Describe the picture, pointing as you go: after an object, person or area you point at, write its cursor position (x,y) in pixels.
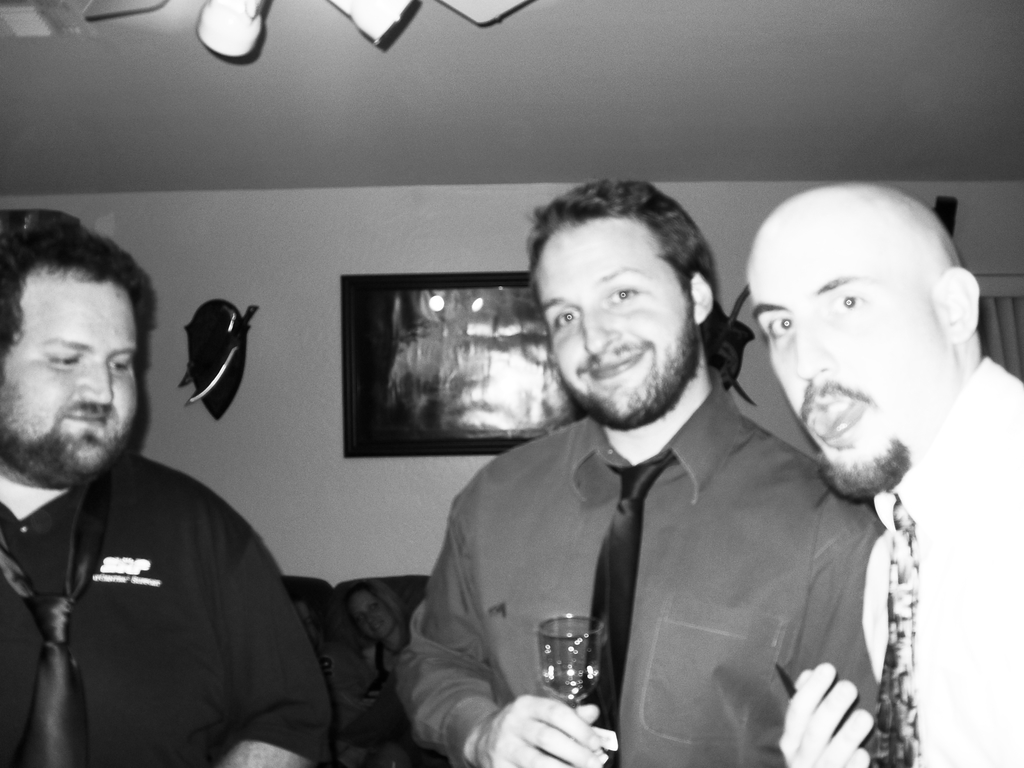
In this picture there is a man (842,505) standing and holding the glass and there is a man (951,594) standing and holding the object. On the left side of the image (135,563) there is a man (123,421) standing. At the back (401,586) there is a woman (365,628) sitting on the sofa (337,640). At the back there is a frame (386,429) on the wall (335,393) and there are swords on the wall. At the top (242,29) there is an object (224,39).
